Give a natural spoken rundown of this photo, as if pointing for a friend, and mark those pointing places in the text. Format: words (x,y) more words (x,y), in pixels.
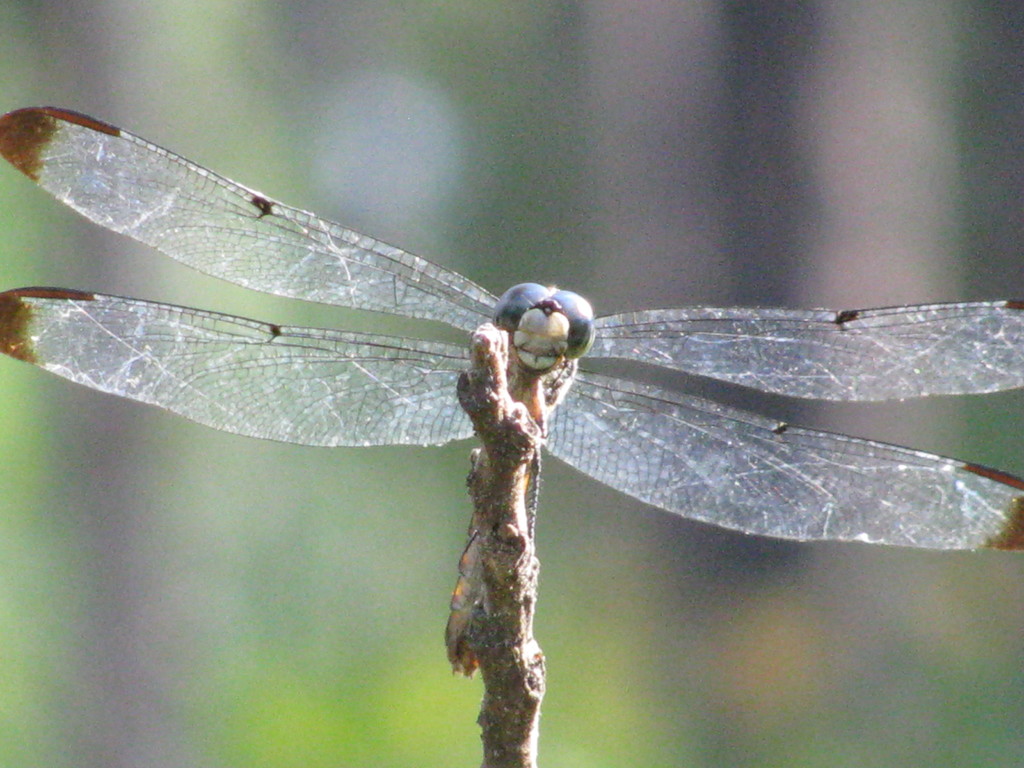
In the foreground of this image (559,306), there is a dragon fly (517,342) on a stick (496,622) and the background (581,201) image is blur.
